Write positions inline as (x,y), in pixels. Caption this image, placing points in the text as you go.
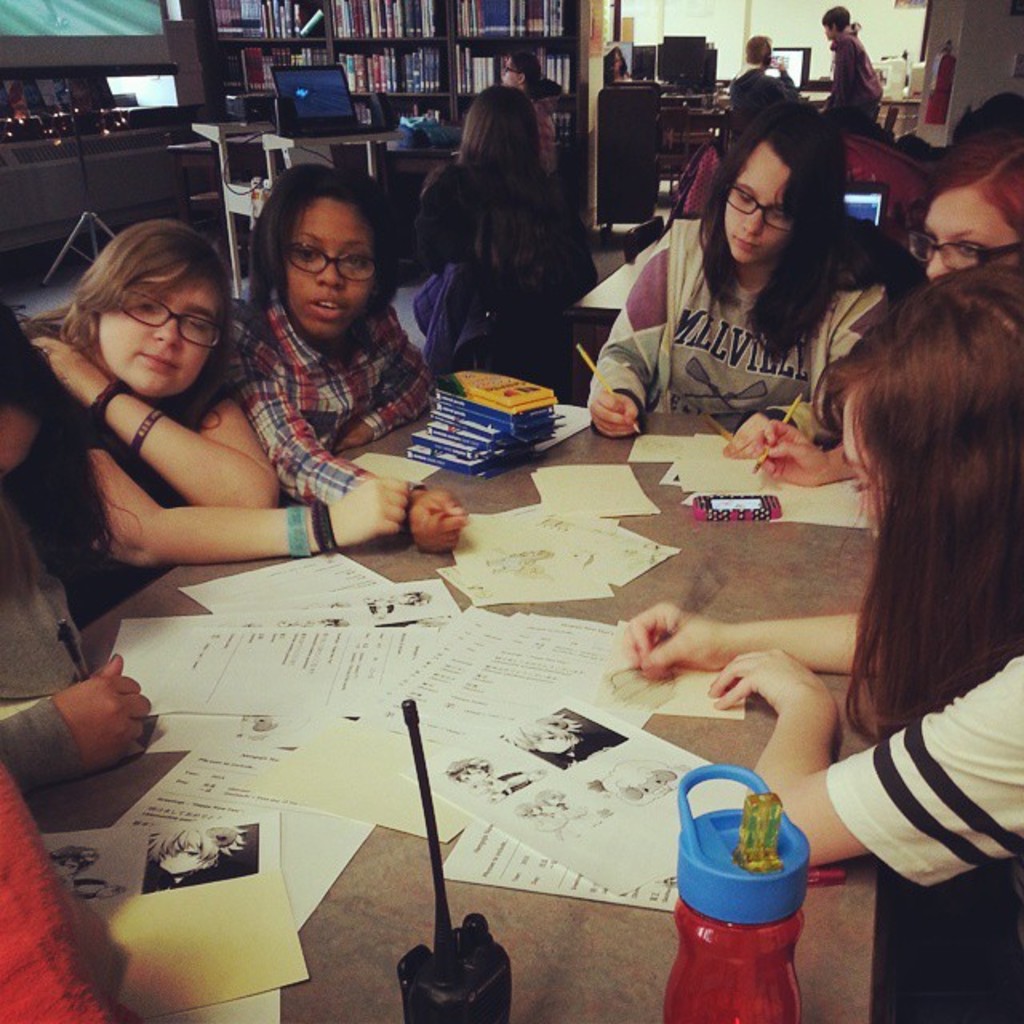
In this image there are groups of persons (637,354) sitting, there is a table (349,922), there are papers (378,697) on the table (545,466), there is a water bottle (692,906) on the table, there are objects (423,797) on the table (722,541), there is a bookshelf (373,37), there is laptop (336,104) on the table (244,170), there is a stand (89,216), there is a person (756,64) is sitting, another person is standing, there is a white wall (761,20).
